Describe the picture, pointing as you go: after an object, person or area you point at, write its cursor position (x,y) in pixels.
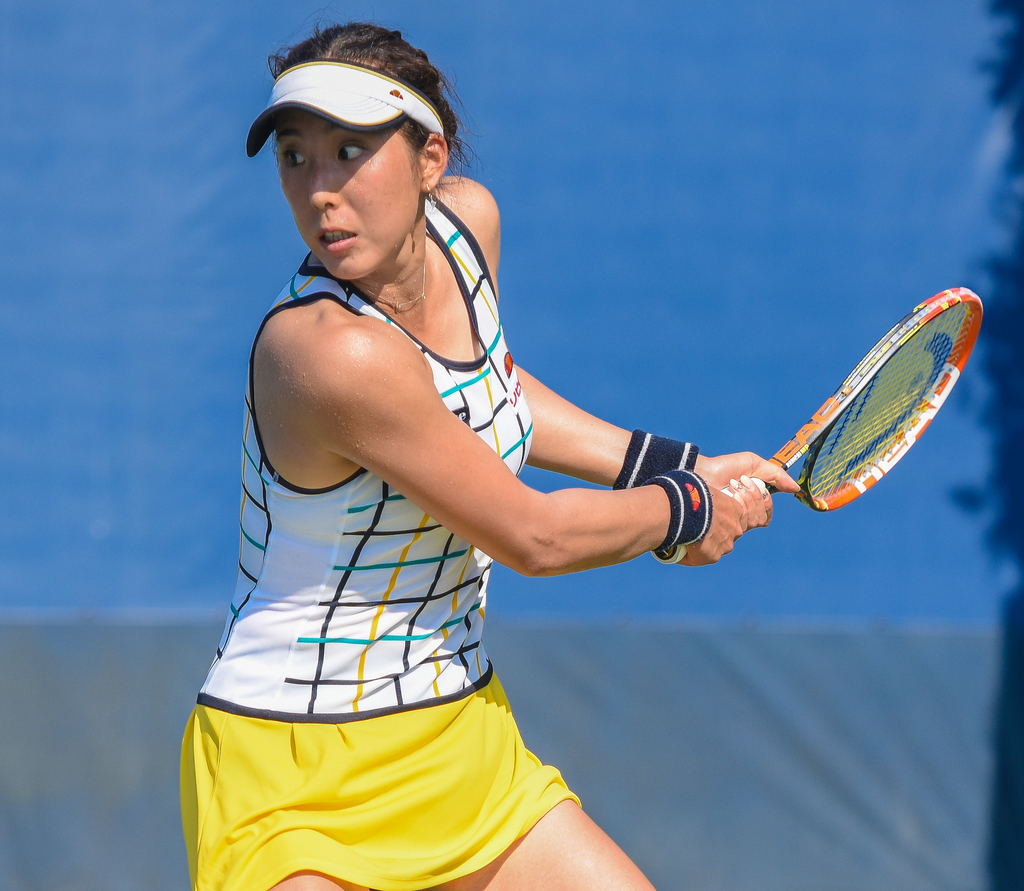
In this picture we can see a woman (474,457) holding a racket (818,460) with her hand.
